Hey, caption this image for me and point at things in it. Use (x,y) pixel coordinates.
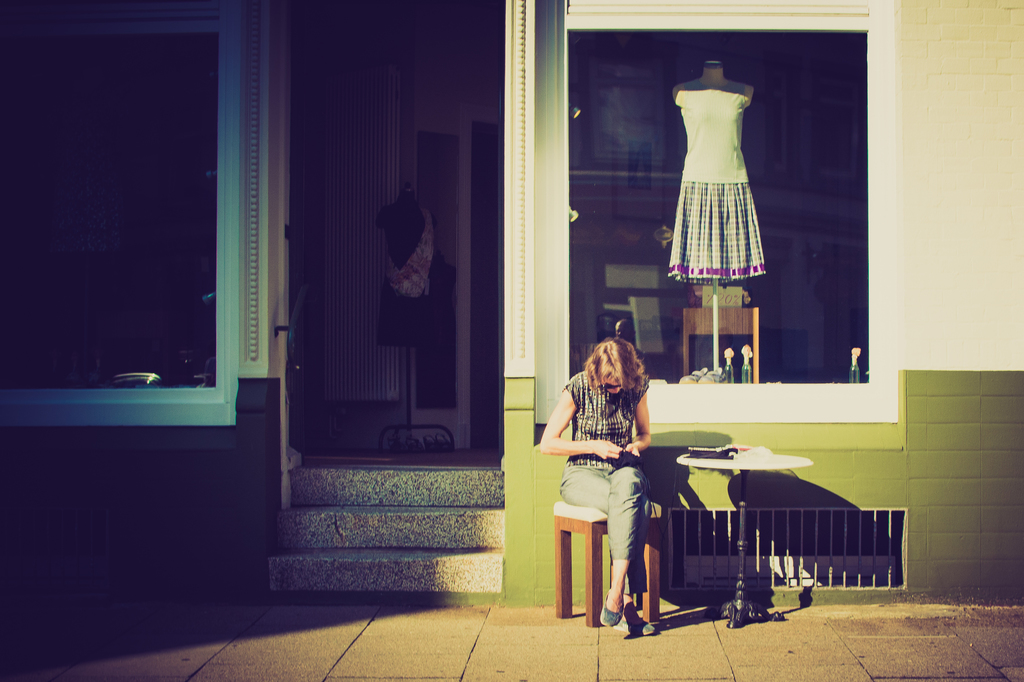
This is a building (539,209) and here we can see mannequins (417,262) and there are stairs (369,476) and we can see a lady (600,496) sitting on the stool (601,522) and there are objects (714,452) on the stand (739,513) and we can see a railing (890,526) and there is a door (290,320). At the bottom (468,628), there is floor (478,655).
